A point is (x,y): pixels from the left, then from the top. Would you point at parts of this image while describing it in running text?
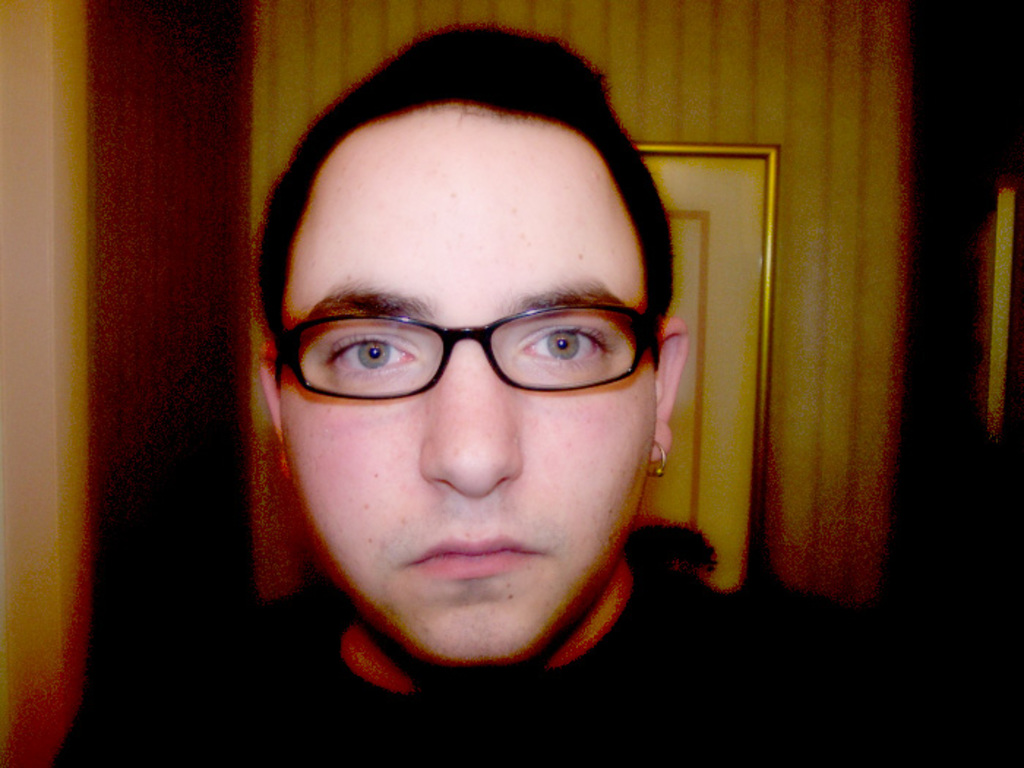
A person (451,450) is present wearing spectacles (397,362) and an earring (660,475). There is a photo frame (713,376) at the back (738,215).
